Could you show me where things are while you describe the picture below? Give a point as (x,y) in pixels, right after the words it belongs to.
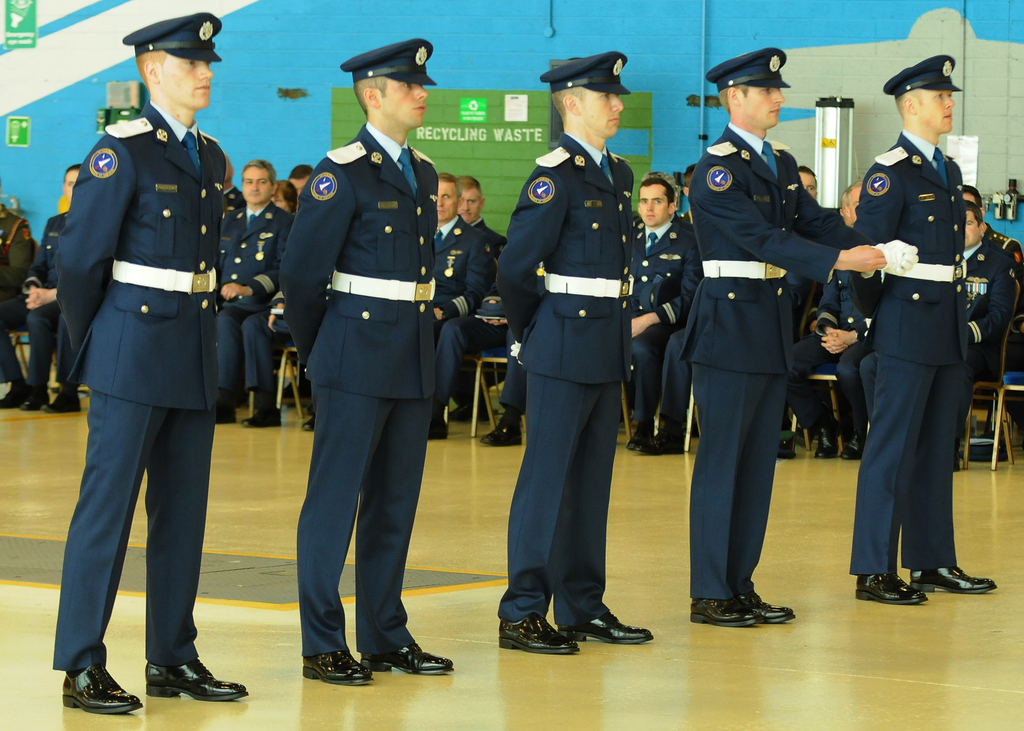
In this image, there are five persons (694,309) standing on the floor (593,706) and a group of people (261,328) sitting on the chairs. In the background (70,141), I can see the boards (21,139), pipes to the wall (659,33) and few other objects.
